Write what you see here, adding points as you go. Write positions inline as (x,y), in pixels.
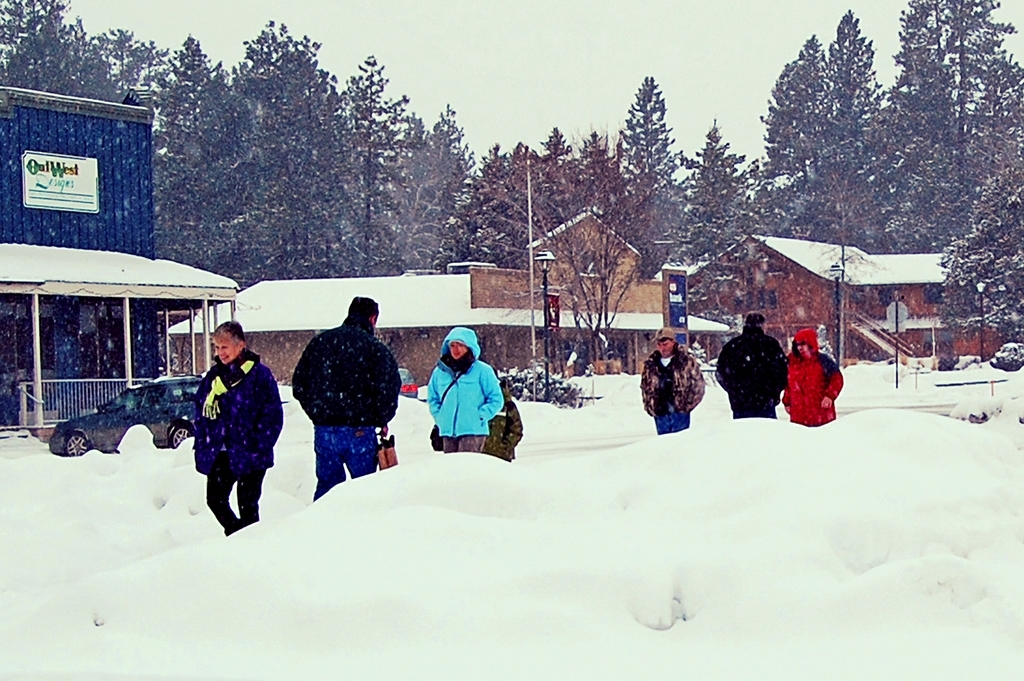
In the center of the image (359,360) there are people (522,425) walking. At the bottom of the image (533,540) there is snow (391,524). In the background of the image (48,211) there are houses (736,270), trees (869,228), poles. At the top of the image (422,39) there is sky (399,15). There is a vehicle (70,419) to the left side of the image (57,432).
